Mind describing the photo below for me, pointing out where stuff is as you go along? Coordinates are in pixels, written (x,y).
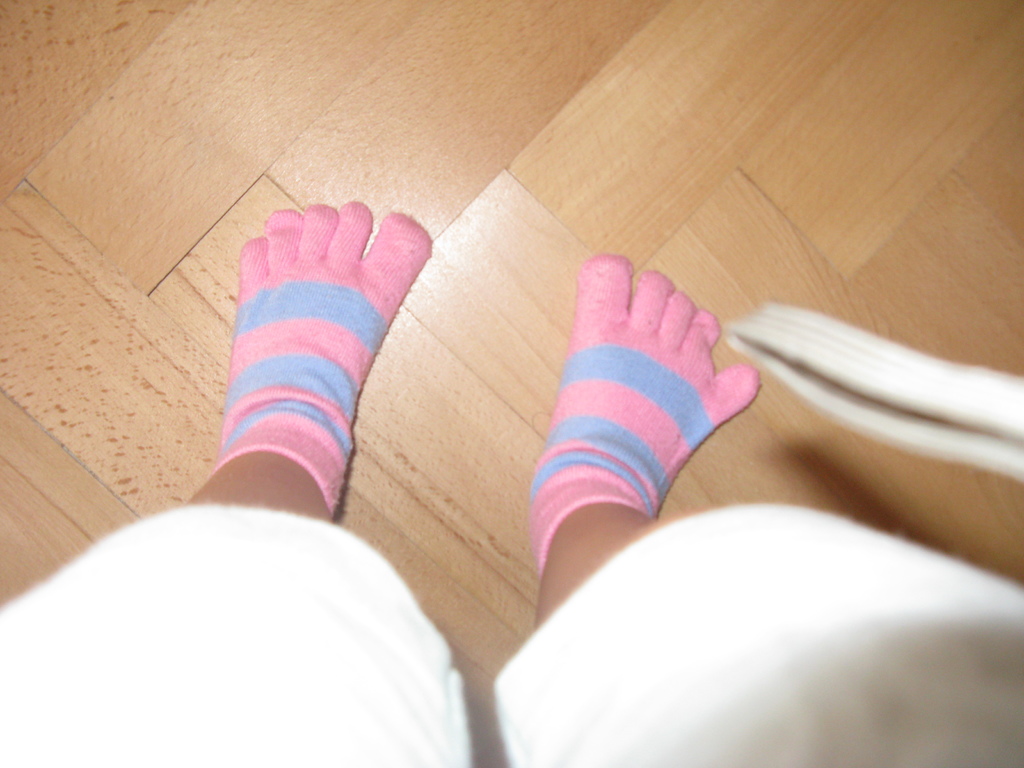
This picture might be taken inside the room (409,332). In this image, we can see a leg (793,763) of a person (796,765) which are covered with socks (344,365).
